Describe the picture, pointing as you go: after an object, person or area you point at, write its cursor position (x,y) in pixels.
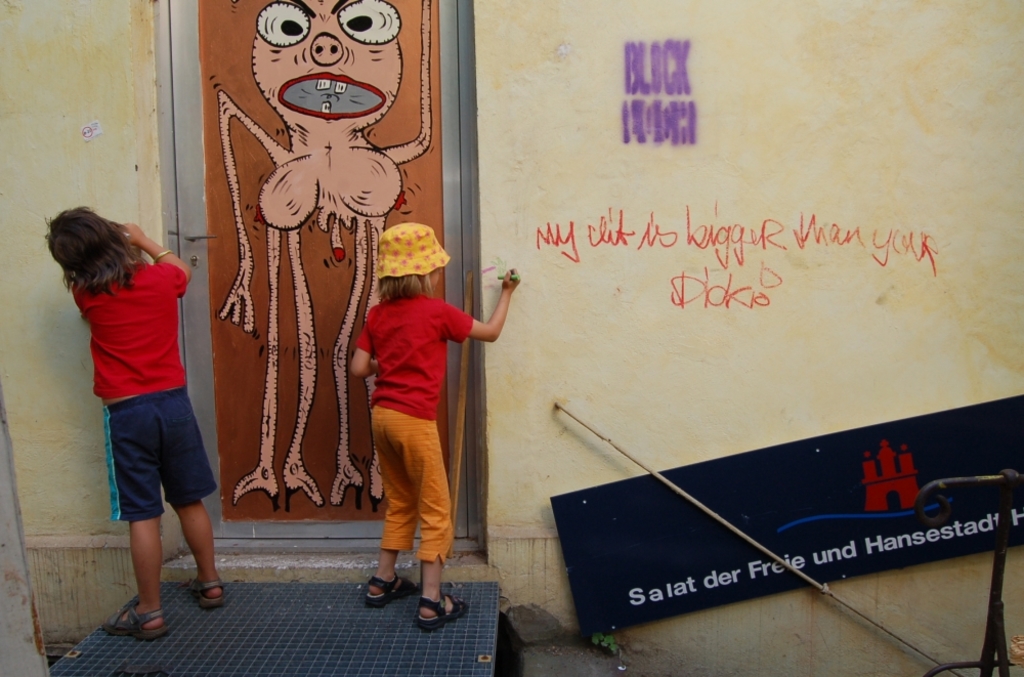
In this picture I can see 2 children (384,313) in front (124,354) and behind them I can see the wall (618,259) and I see an art (355,26) on it. I can also see something is written. On the bottom right of this picture (761,552) I can see a board (790,546) on which there is something written and I see few more things (925,515).
